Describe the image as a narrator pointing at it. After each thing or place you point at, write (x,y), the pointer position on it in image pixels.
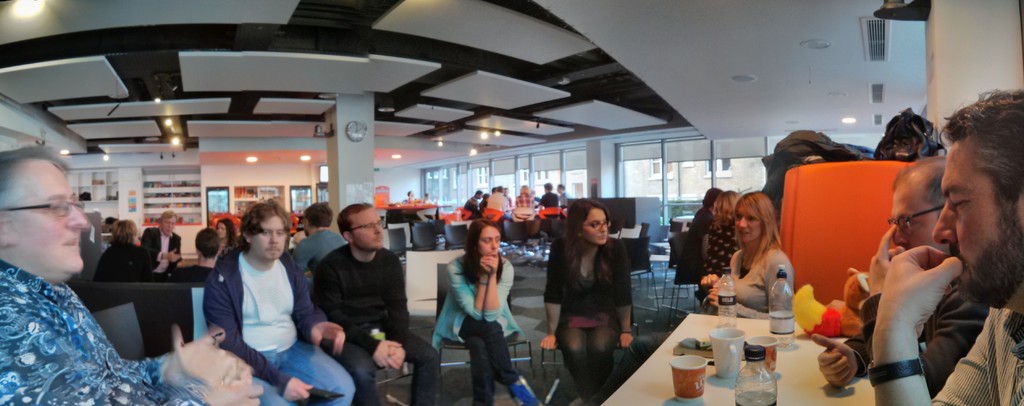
In this picture we can see a group of people (279,341) sitting on chairs (645,267) and in front of them on the table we can see bottles (753,353), glasses (679,381), cup (729,347), clock (357,125), windows (576,168), racks (187,186), lights (484,137) and from windows (511,178) we can see buildings (624,178).
